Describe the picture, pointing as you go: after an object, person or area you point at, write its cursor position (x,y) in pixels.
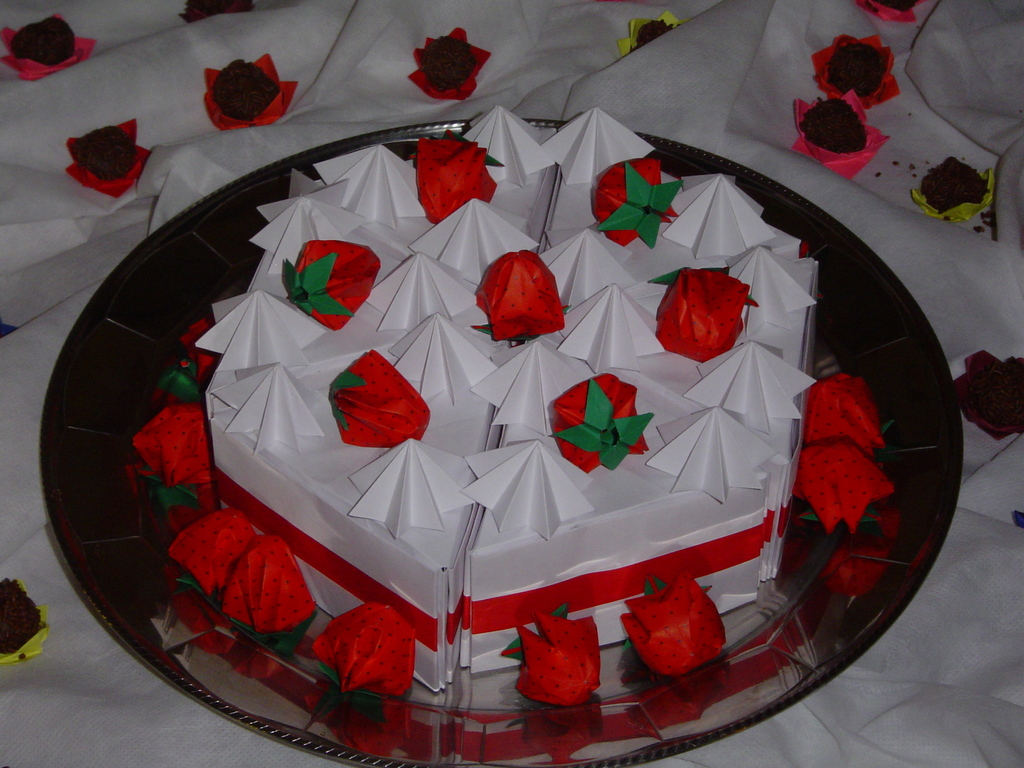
In this image there is a plate (253,657) on the table (946,720). There is a cloth (938,710) spread on the table (31,401). On the plate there is a model (380,484) of a cake (690,359) made with a paper (422,334). On the cake (461,318) and beside the cake (777,406) there are strawberries (510,284) made of papers (464,158). Beside the plate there are chocolate balls (840,123) in paper wrappers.
